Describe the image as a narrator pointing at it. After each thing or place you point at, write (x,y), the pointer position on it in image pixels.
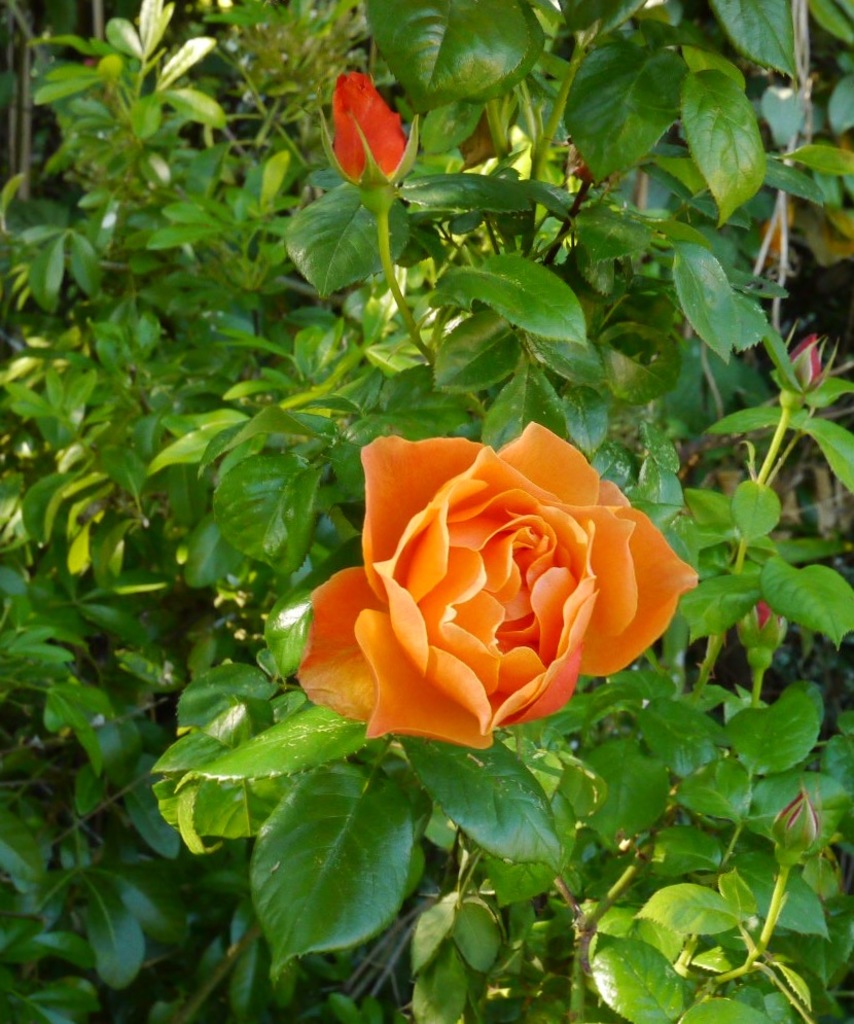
This image is a zoom in picture of a plant (346,707) as we can see there is an orange color rose (423,624) in middle of this image (479,677).
